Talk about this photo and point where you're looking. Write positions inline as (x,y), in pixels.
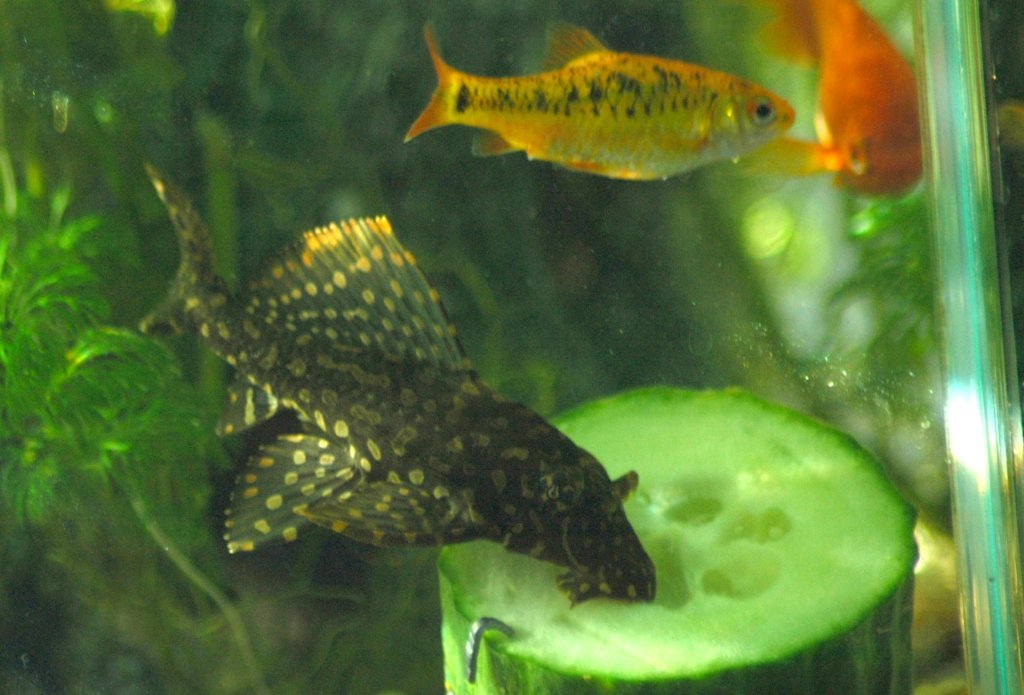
In the foreground of this image (615,497), there are fish (732,77) in the water (521,158) and we can also see a vegetable (735,621) at the bottom (657,665) and an artificial plant (120,413) in the background (110,422).
